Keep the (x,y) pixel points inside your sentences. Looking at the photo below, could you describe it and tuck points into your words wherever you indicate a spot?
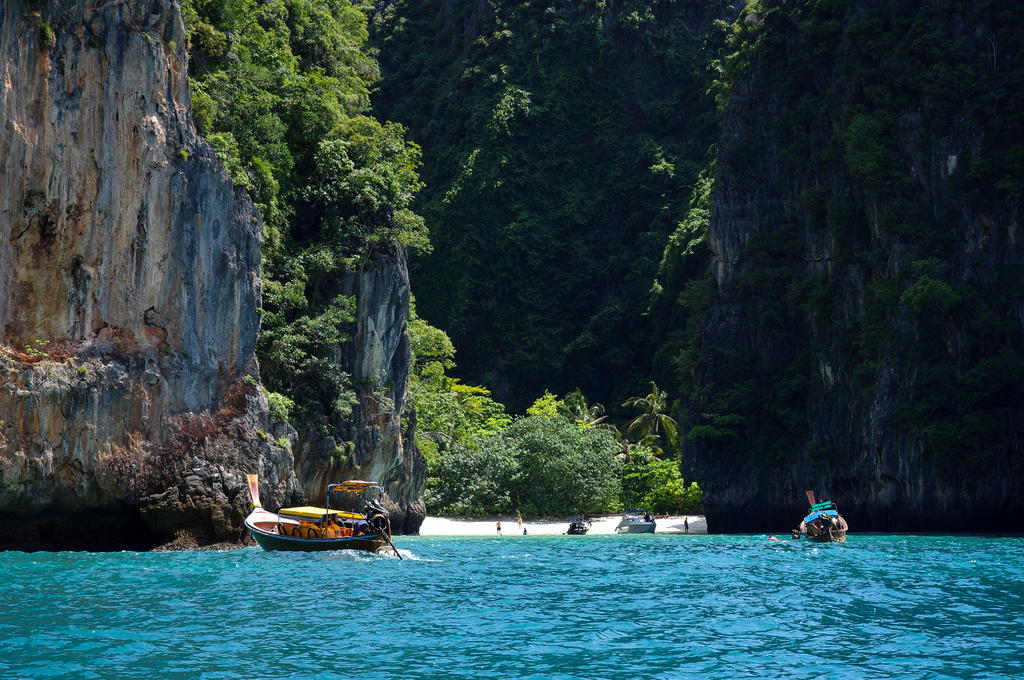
I can see in this image a lake (523,605) with a boats (308,524) on it. In the background (278,318) I can see trees (342,256) and a mountain (511,250).
